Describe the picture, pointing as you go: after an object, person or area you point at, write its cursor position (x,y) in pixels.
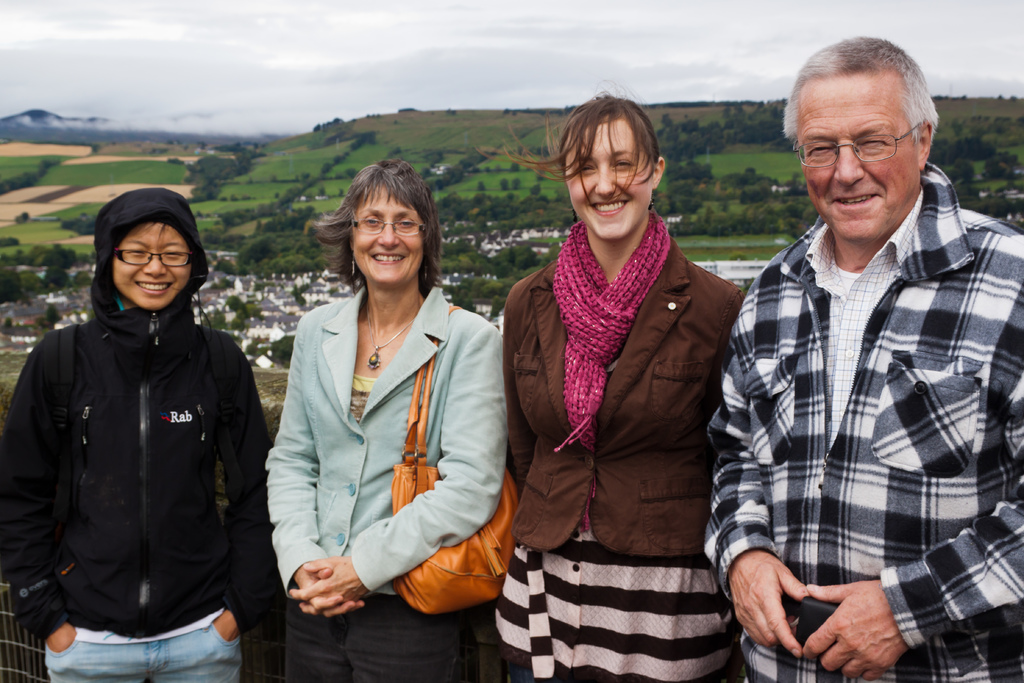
In this picture we can see four people (336,494) and they are smiling and in the background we can see houses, trees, sky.
